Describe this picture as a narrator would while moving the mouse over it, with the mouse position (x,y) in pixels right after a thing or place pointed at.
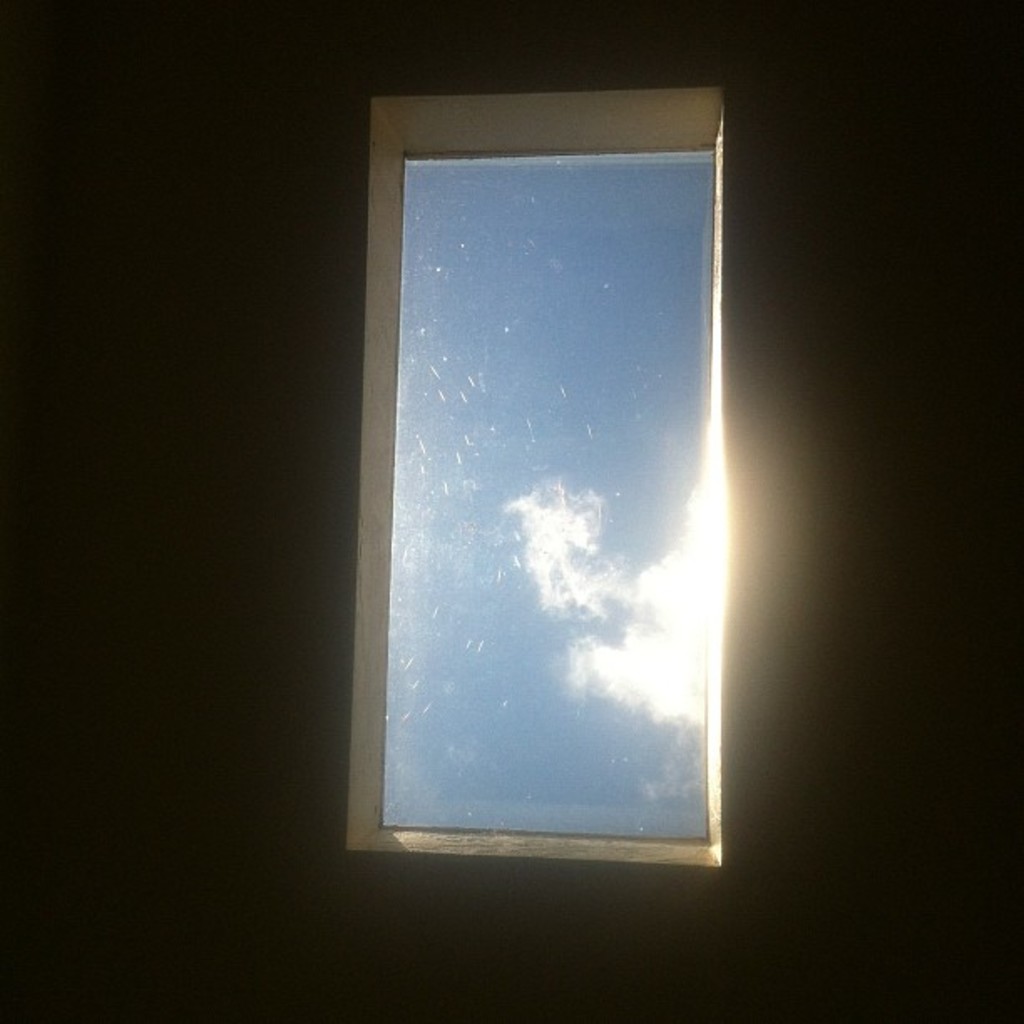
This picture seems to be clicked inside. In the center (362,542) there is a window (409,173) and through the window (626,419) we can see the sky (498,456) and some clouds (681,634). The background of the image (926,97) is very dark.
